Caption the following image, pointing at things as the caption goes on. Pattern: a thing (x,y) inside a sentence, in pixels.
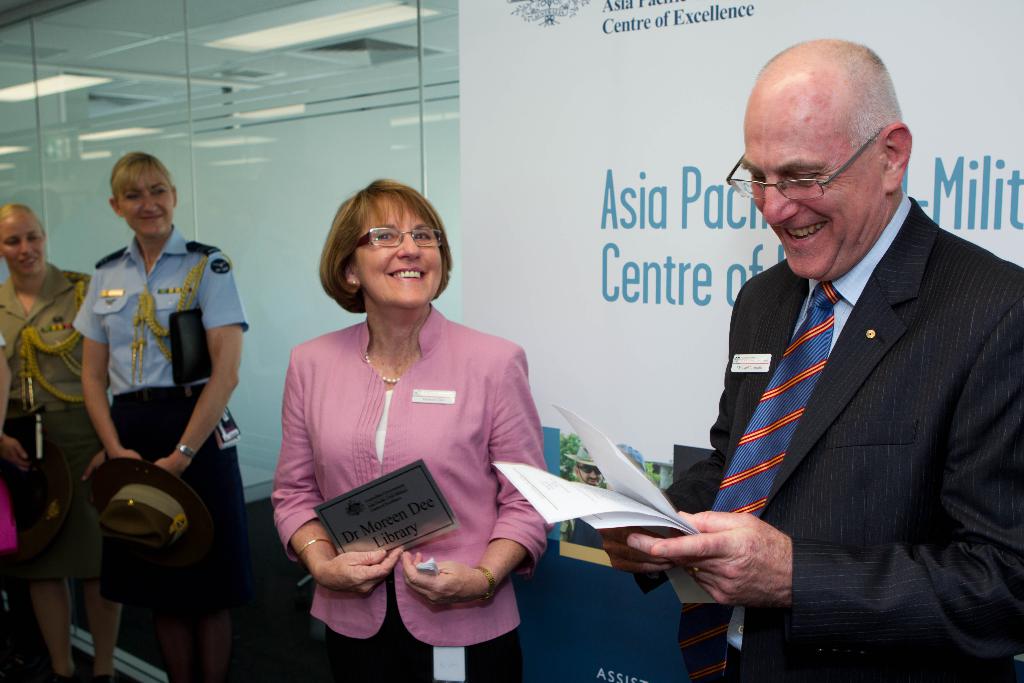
There are people (800,576) standing, she is holding a board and he is holding papers (585,490). In the background (592,466) we can see glass (36,48), banner (572,219) and few objects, through this glass (289,109) we can see ceiling lights (363,22).
